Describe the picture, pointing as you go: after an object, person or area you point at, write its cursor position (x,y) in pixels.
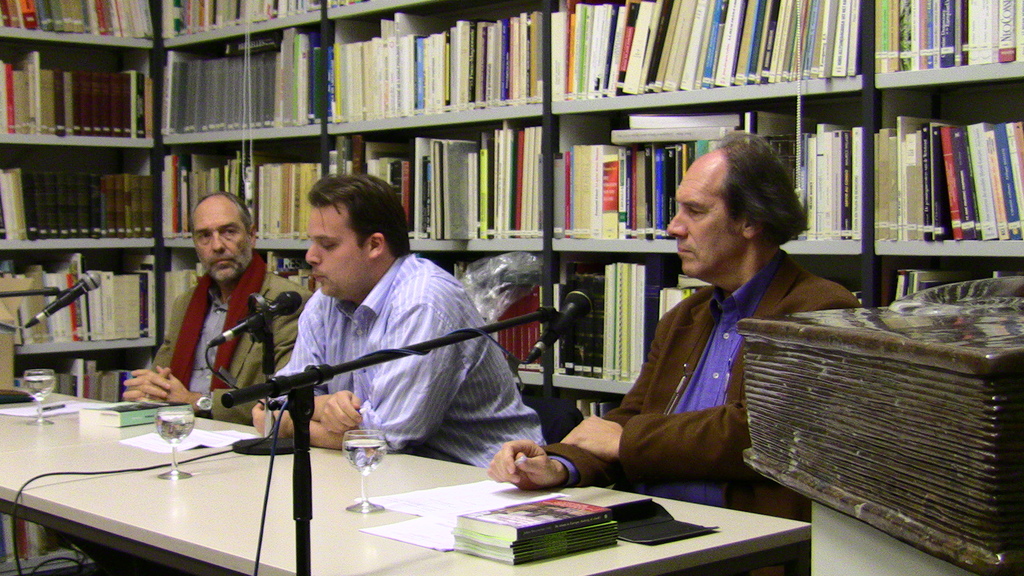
In this picture there are people (460,383) in the center of the image (409,382), those who are sitting in front of a table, there is a table (75,456) at the bottom side of the image (281,478), which contains books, glasses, and mics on it, there is a big bookshelf (566,89) in the background area of the image (717,99).
